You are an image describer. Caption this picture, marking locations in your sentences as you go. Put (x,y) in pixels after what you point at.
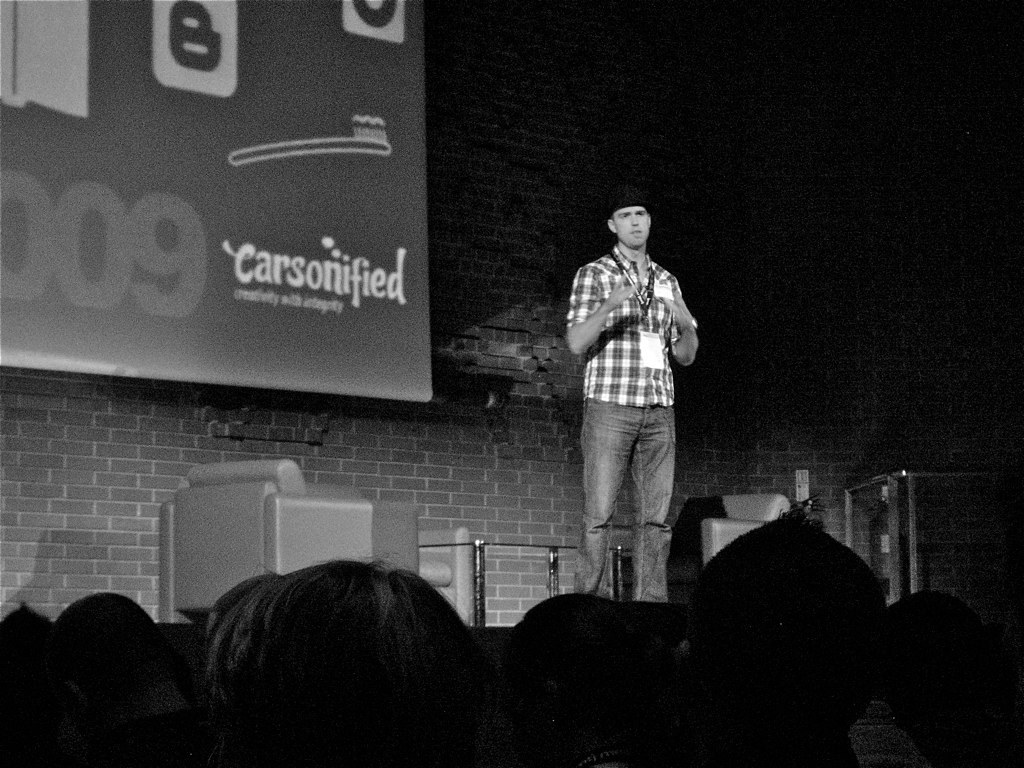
In the picture we can see a man (588,531) standing and he is with shirt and wearing ID card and talking something and in front of him we can see some people (436,641) are sitting and in the background (109,299), we can see a wall (159,475) with a design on bricks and a part of banner (347,54) to it with some advertisement (162,301) on it.
